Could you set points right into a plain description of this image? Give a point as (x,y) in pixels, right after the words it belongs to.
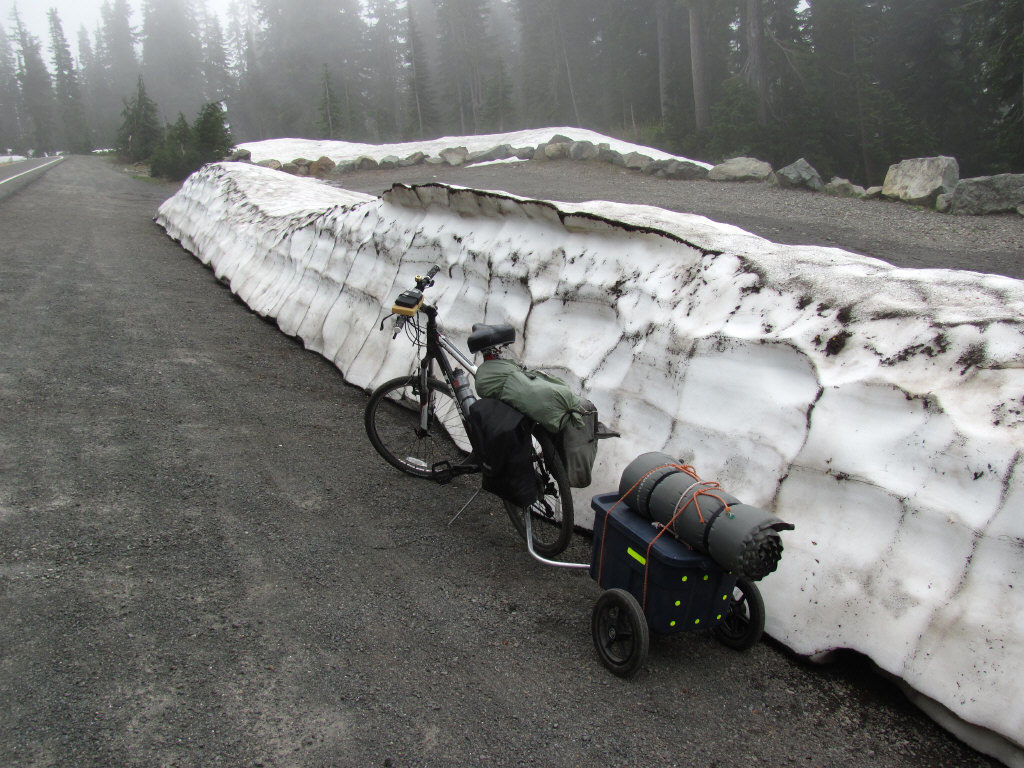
In the center of the image (476,431) there is a cycle (550,522) on the road (427,508). In the background (177,229) there is a snowbank (177,213), trees (193,144), rocks (764,169) and sky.
